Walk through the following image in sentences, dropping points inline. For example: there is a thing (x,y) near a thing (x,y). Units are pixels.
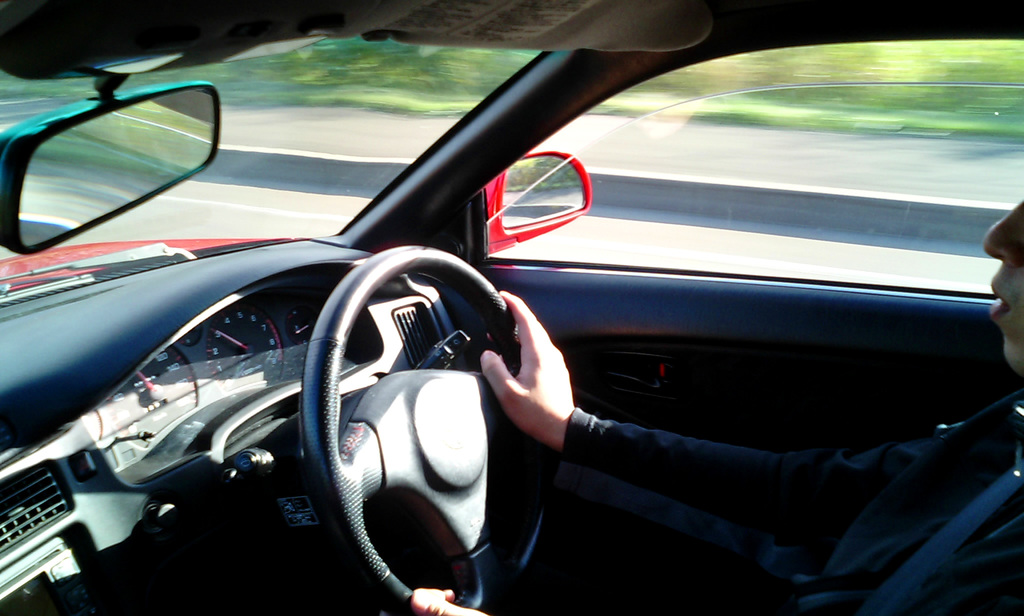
This is a picture of inside of a vehicle (491,432), in this image there is one person (923,466) who is sitting and he is driving the vehicle (372,286). In front of him there is a steering (324,378), speed meters (200,381) and some objects (54,544) and mirrors (551,207), glass doors (542,146) and through the doors (868,135) we could see some trees (982,68) and walkway (737,163).
